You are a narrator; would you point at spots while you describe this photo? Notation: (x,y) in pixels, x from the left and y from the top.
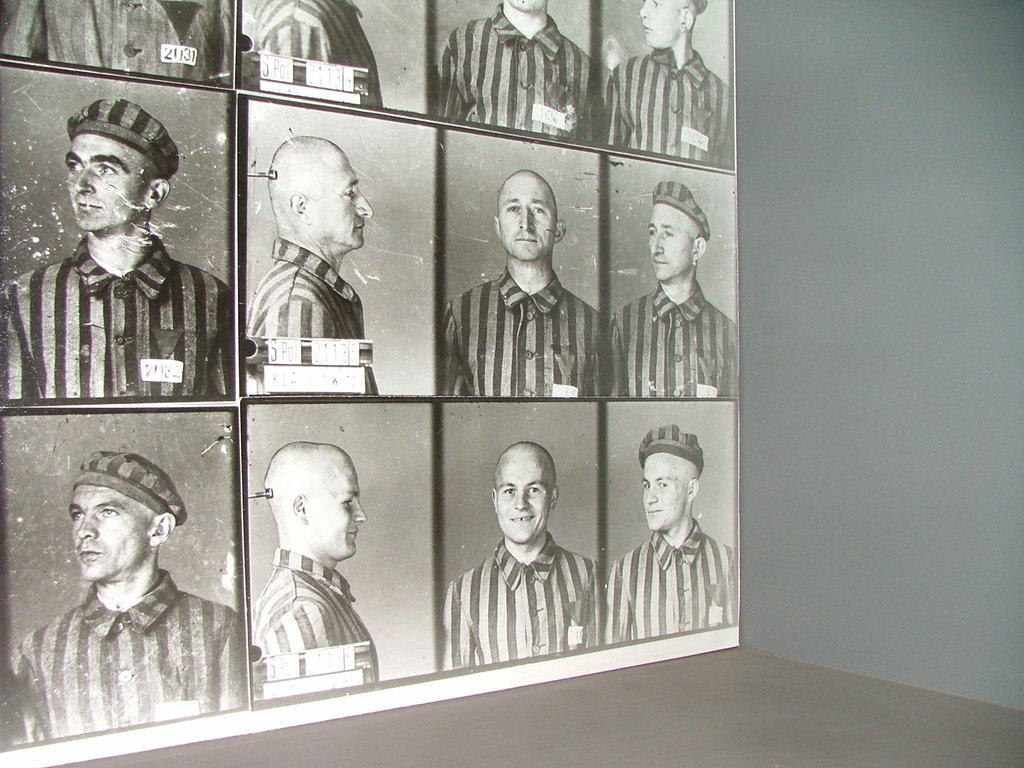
In this picture I can see few black and white images (378,304) of few men (707,559) in the left side (137,211) and I can see wall (812,266).
